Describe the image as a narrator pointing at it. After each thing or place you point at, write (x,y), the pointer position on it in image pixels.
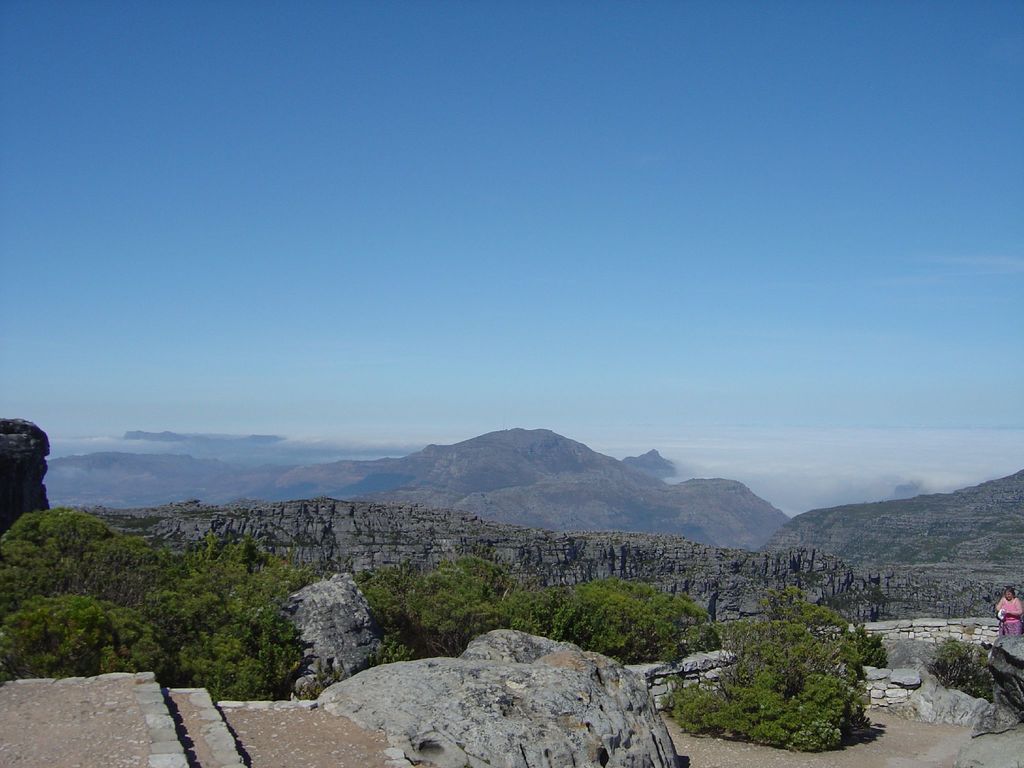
In this picture I can see there are few mountains (1005,566), rocks (929,681), there are few trees (979,681), there is a person (1002,620) standing on the right side (1018,614) and the sky (391,212) is clear.
